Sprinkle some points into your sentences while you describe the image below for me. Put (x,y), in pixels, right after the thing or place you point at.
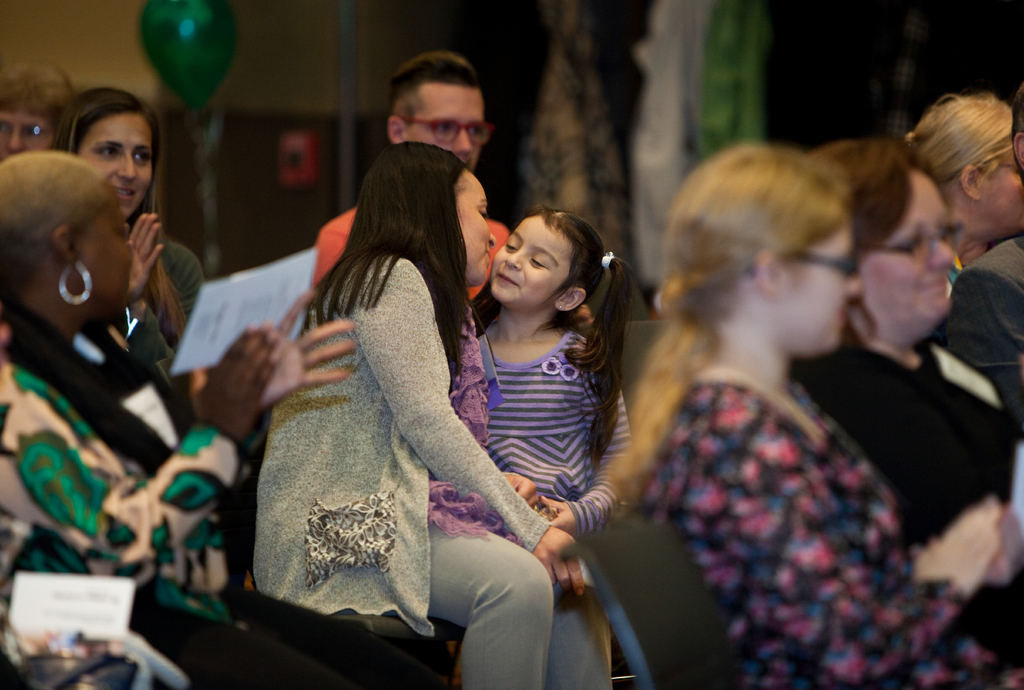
In this image, there are a few people (532,570). We can see the wall (377,70) with some objects (635,100). We can also see a balloon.
